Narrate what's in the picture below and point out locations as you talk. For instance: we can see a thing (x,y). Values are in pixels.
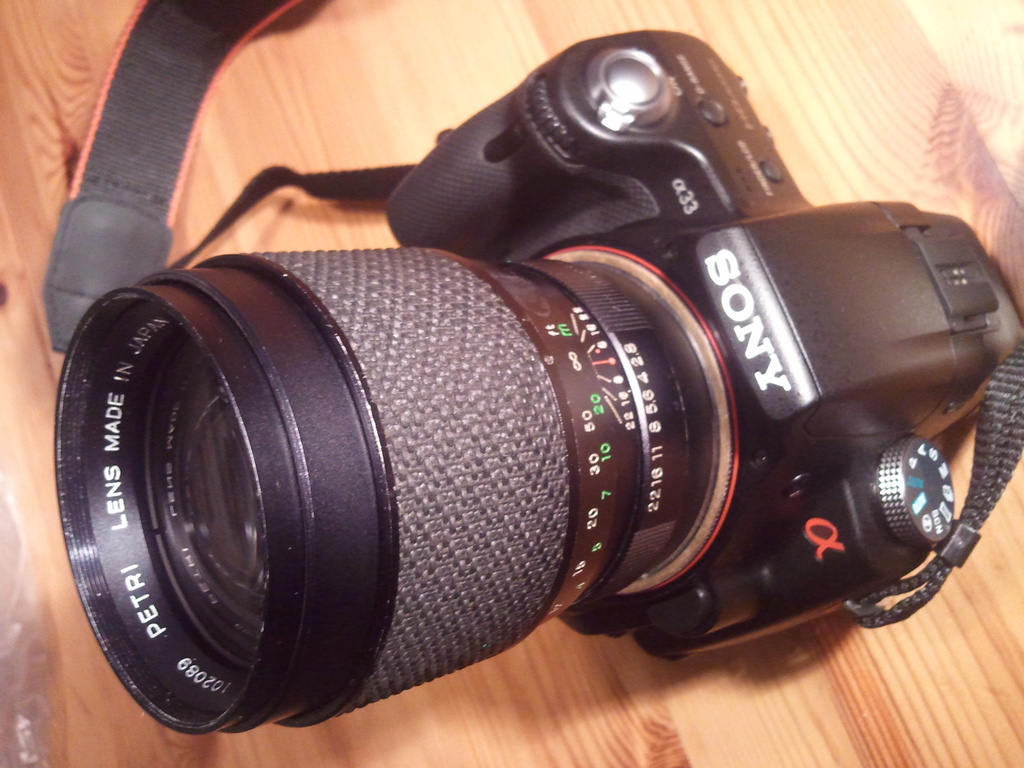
In this image we can see a camera (507,396) on the wooden surface (46,52).
